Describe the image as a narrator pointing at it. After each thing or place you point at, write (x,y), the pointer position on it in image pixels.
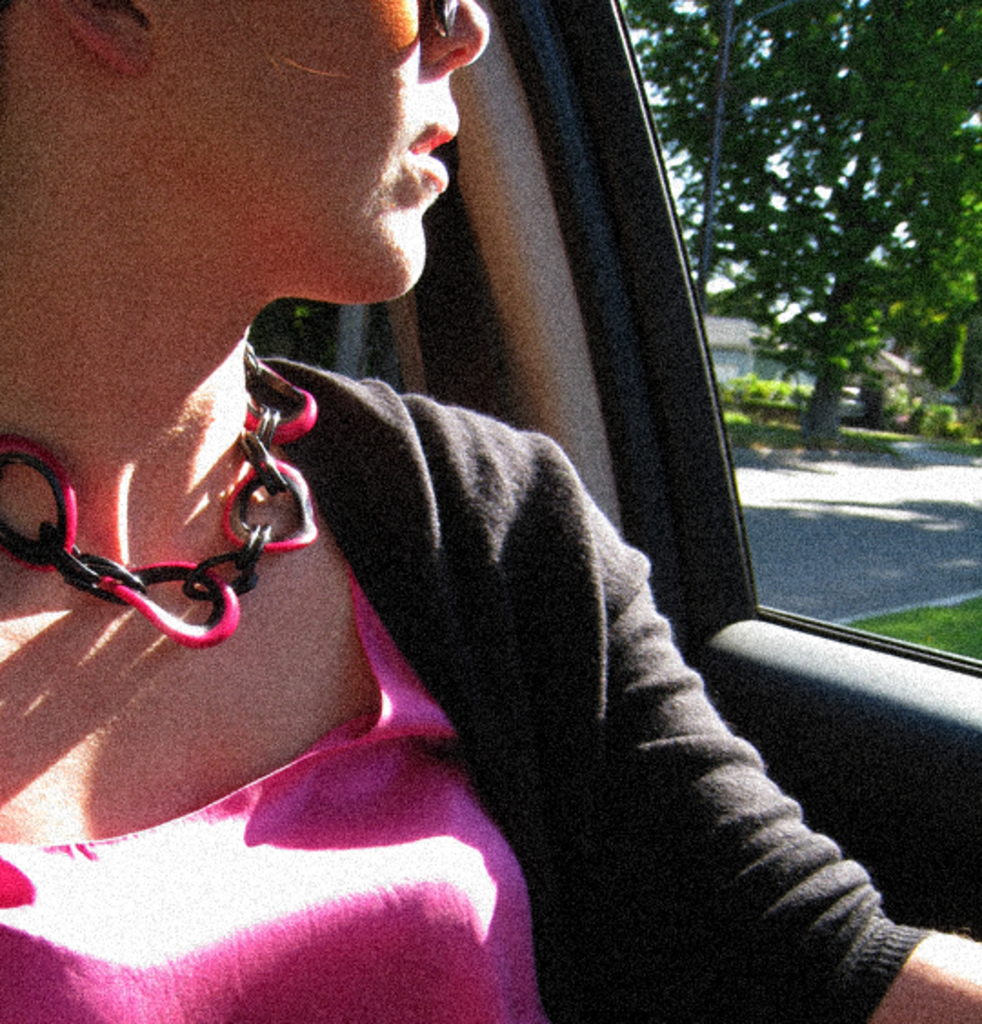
In this image we can see woman (177,345) in the car (473,293). In the background (916,242) we can see trees (754,282), houses (769,372) and road (813,553).
